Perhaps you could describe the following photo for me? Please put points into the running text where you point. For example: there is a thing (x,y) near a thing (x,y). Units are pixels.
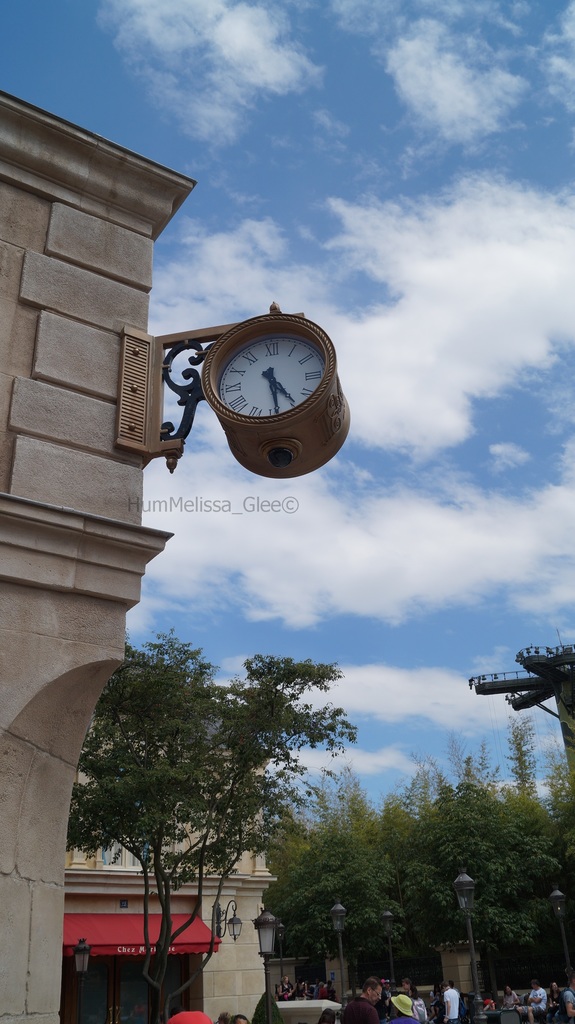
In this image we can see a clock (236,403) on the wall (115,545). We can also see some people (387,985) standing on the ground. On the backside (327,841) we can see some street lights (342,945), trees (339,830), building (250,896) and the sky (361,597) which looks cloudy.
